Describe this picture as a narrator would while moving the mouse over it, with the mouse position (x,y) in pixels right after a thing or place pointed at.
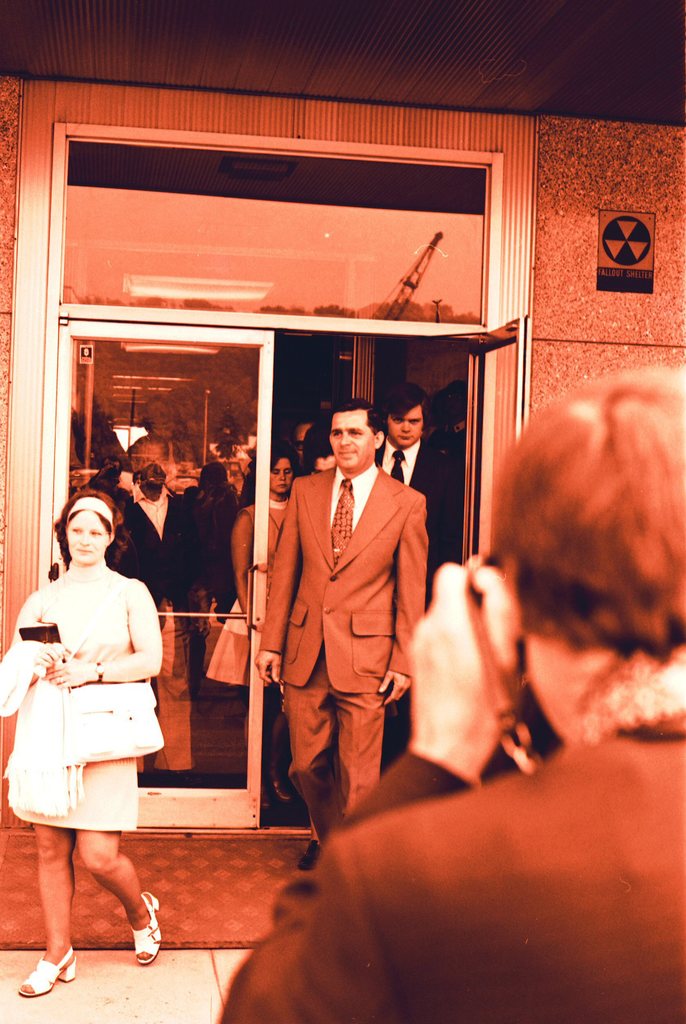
This image is taken outdoors. At the bottom of the image (98,968) there is a floor (97,961) and there is a man (454,830). He is holding a camera (508,659) in his hands (468,635) and clicking pictures. At the top of the image (209,49) there is a roof (536,45). In the middle of the image (274,538) a few people (174,530) are coming out of a room (304,403) and there is a wall (659,254) with a door (129,353). On the left side of the image (126,566) a woman (95,645) is walking on the floor (169,983).
